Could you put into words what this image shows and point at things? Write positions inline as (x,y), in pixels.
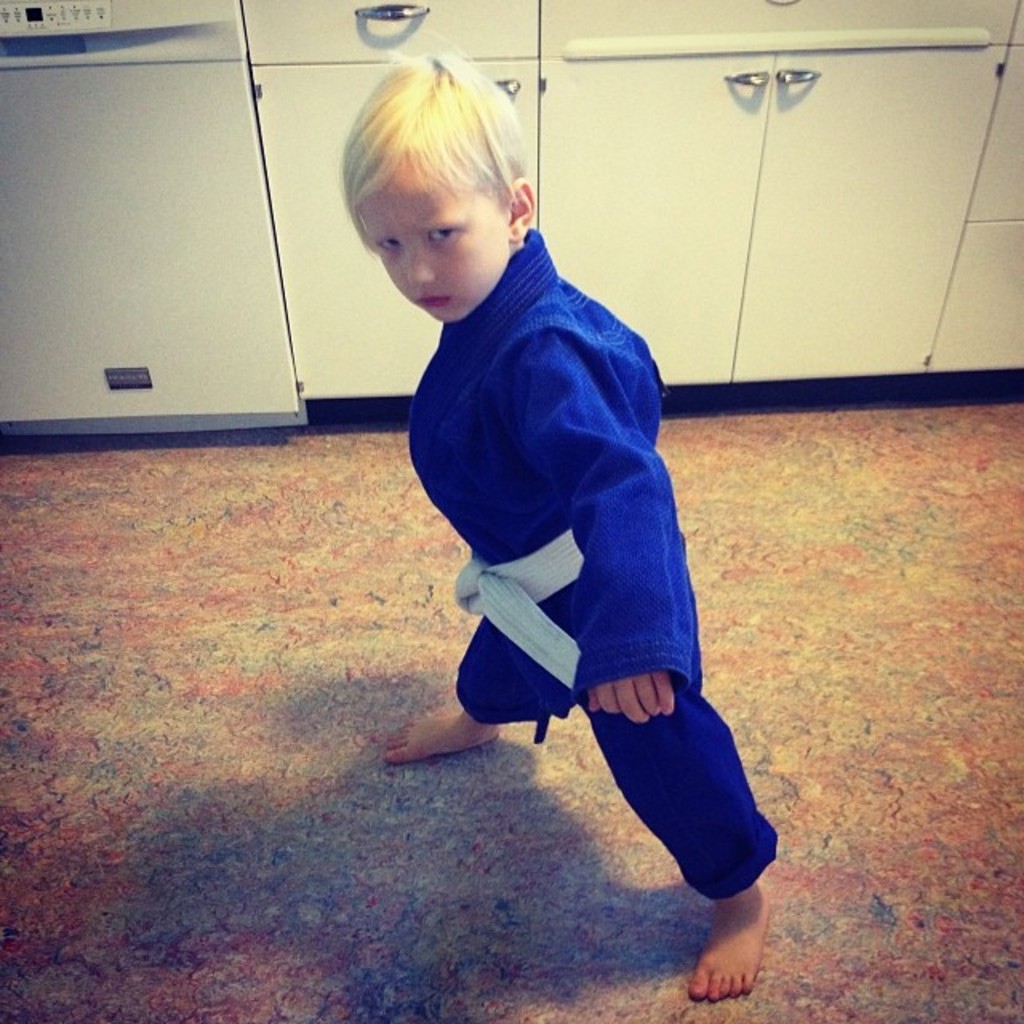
In this image we can see a kid (724,743) standing on the floor (735,551). In the background (527,146) we can see cupboards (699,142) and a dishwasher (172,204).
